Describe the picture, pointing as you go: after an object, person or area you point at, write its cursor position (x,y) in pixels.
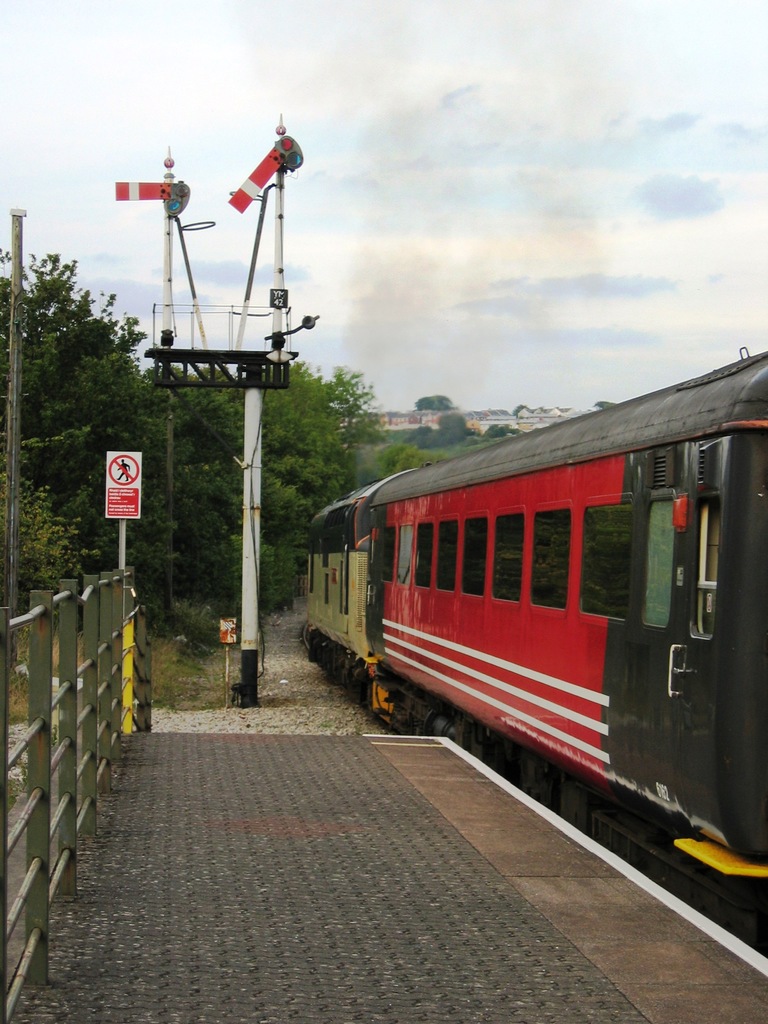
In this picture we can see a train (582,662) on the right side (564,649), on the left side (83,732) we can see fencing (67,761) and a pole (13,421), we can see a sign board (119,487) and a pole (259,496) in the middle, in the background (334,427) there are some trees (337,395), we can see the sky (547,245) at the top of the picture (561,180).
